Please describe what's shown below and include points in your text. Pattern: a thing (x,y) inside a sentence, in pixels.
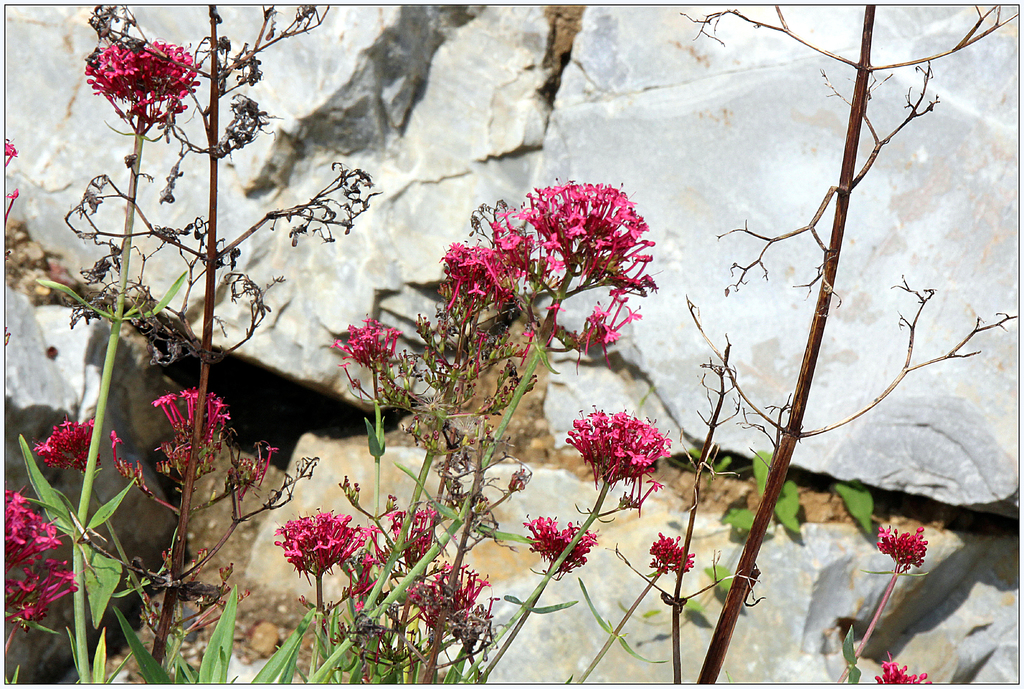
In this image we can see some flowers (362,343), plants (24,461), and rocks (838,368).
